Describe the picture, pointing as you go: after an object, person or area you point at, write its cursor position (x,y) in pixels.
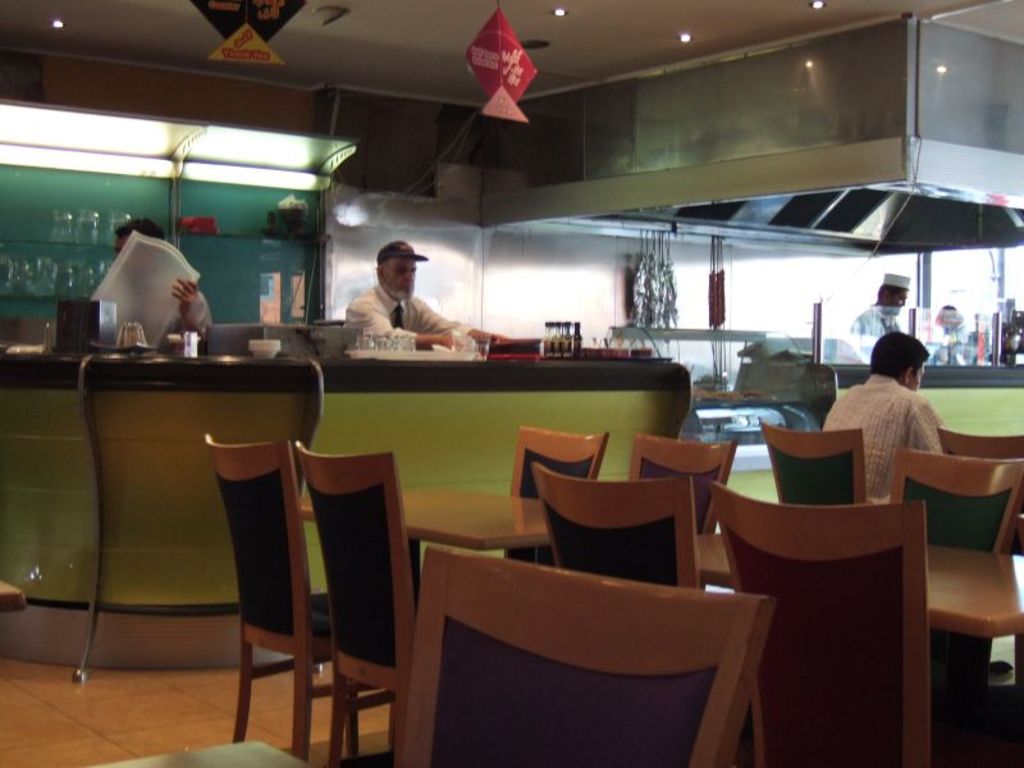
This is the picture of a cafeteria (497,626) where we have some chairs (601,507) and tables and a desk (86,391) and some people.
